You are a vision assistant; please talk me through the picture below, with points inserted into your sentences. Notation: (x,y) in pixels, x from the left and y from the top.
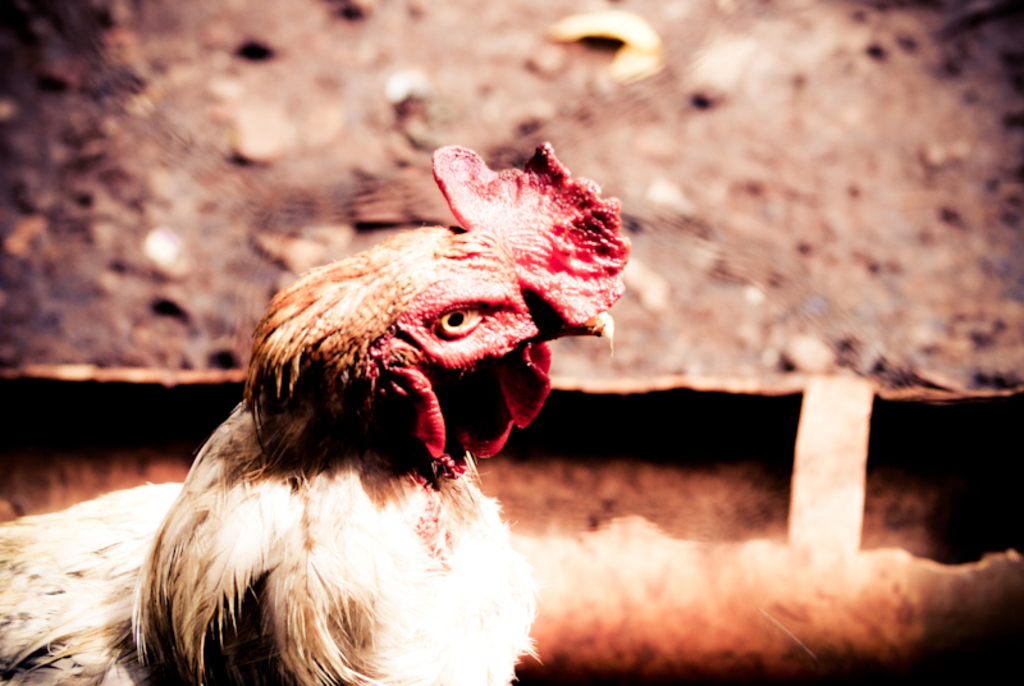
In this picture there is a hen (326,398), beside that we can see the wall (732,501).
